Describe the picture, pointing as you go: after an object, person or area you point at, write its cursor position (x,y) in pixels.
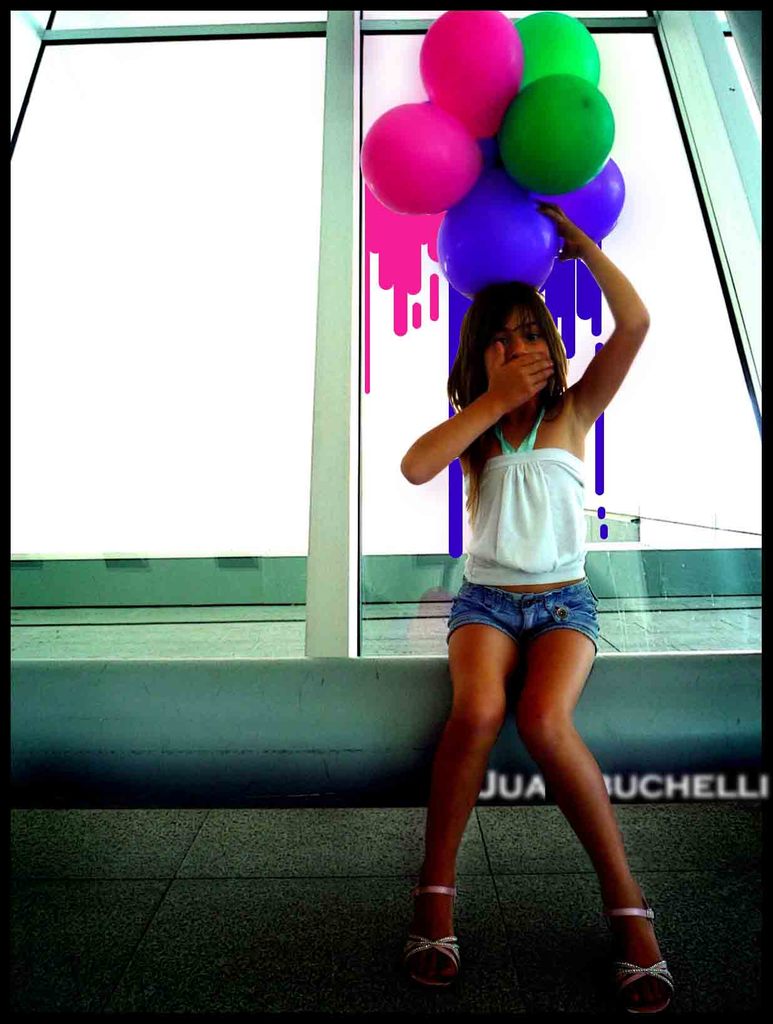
In this image I can see a person (561,362) sitting holding balloons (555,25). The balloons (489,214) are in purple, green and pink color. Background (104,410) I can see windows (117,371), the person (496,530) is wearing white shirt (496,530), blue short (561,597).
